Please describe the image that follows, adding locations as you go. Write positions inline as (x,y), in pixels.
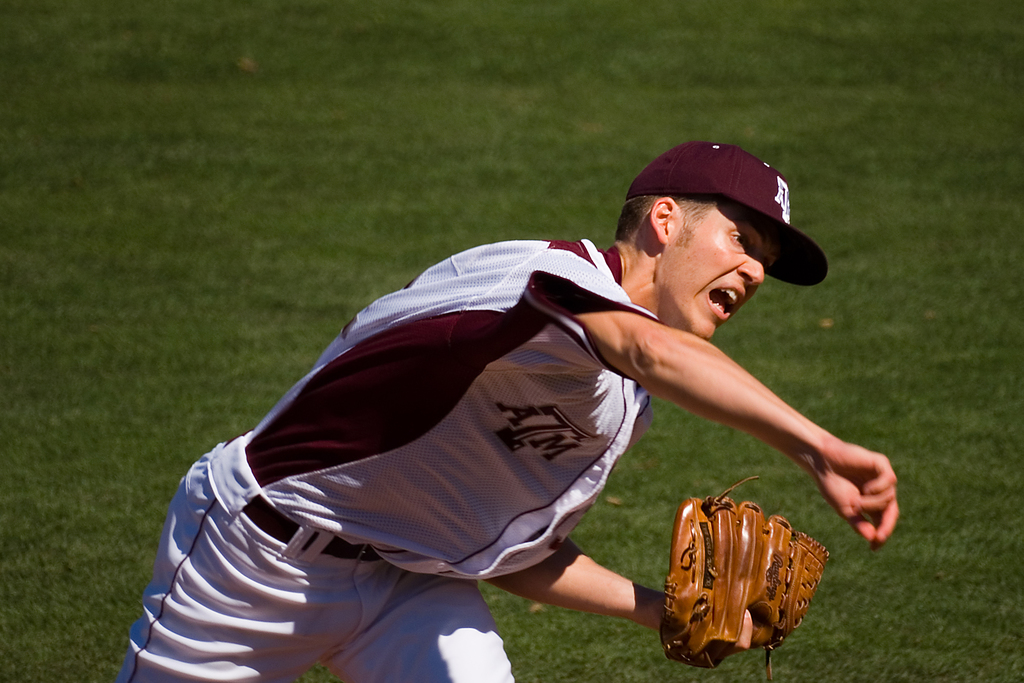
There is a man (506,506) wore glove (681,503) and cap (650,175) and we can see grass (768,359).
